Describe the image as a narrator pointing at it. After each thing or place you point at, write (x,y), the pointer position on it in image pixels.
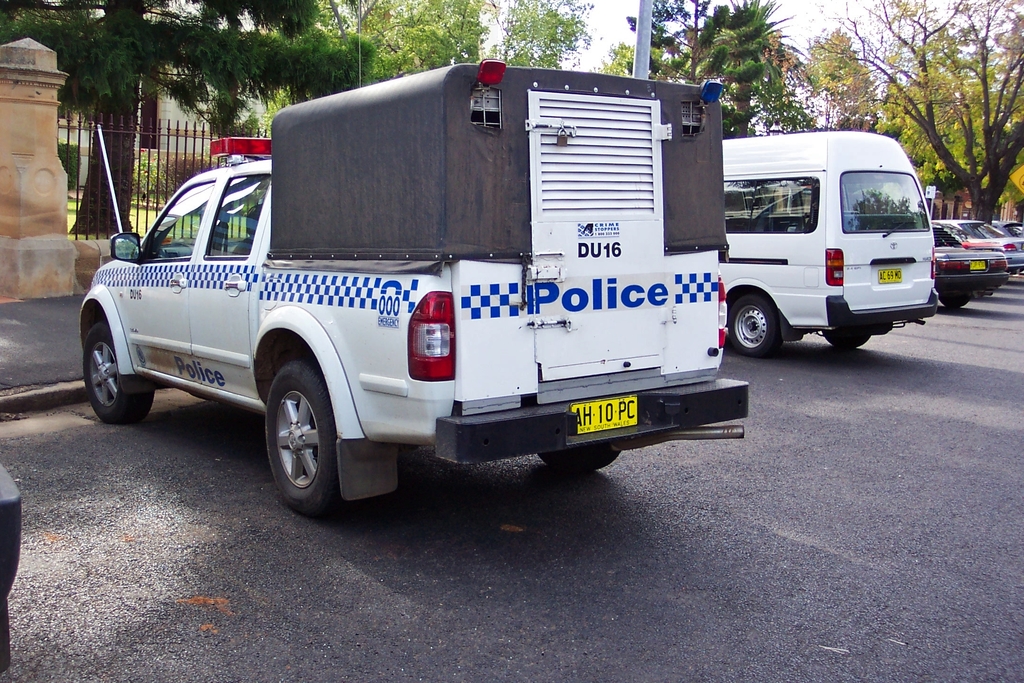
There are vehicles (526,353) parked on the road (74,497) as we can see in the middle of this image (647,455). There are trees (194,52) and a building (152,92) in the background (113,98).
